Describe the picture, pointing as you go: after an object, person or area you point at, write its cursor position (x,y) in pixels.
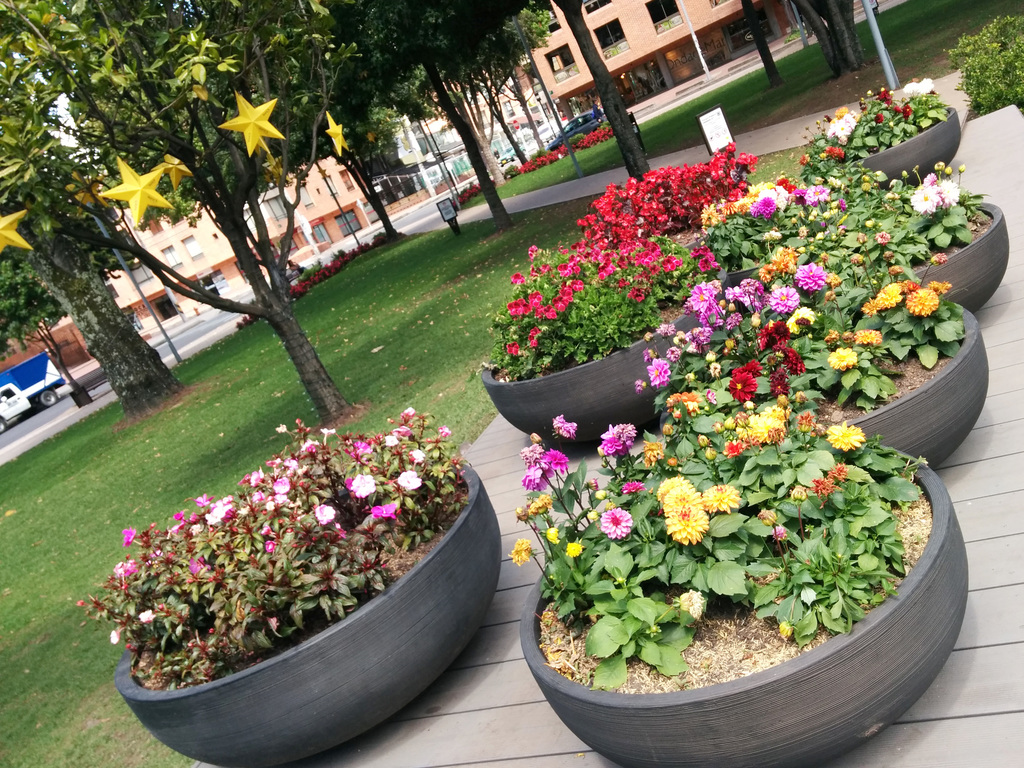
In the foreground (554,426), I can see house plants (696,457) on the deck (1019,318), boards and grass (374,331). In the background (711,9), I can see trees (106,339), vehicles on the road (164,337), buildings (445,134), light poles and windows (677,20). This image taken, maybe in a park (443,416).
